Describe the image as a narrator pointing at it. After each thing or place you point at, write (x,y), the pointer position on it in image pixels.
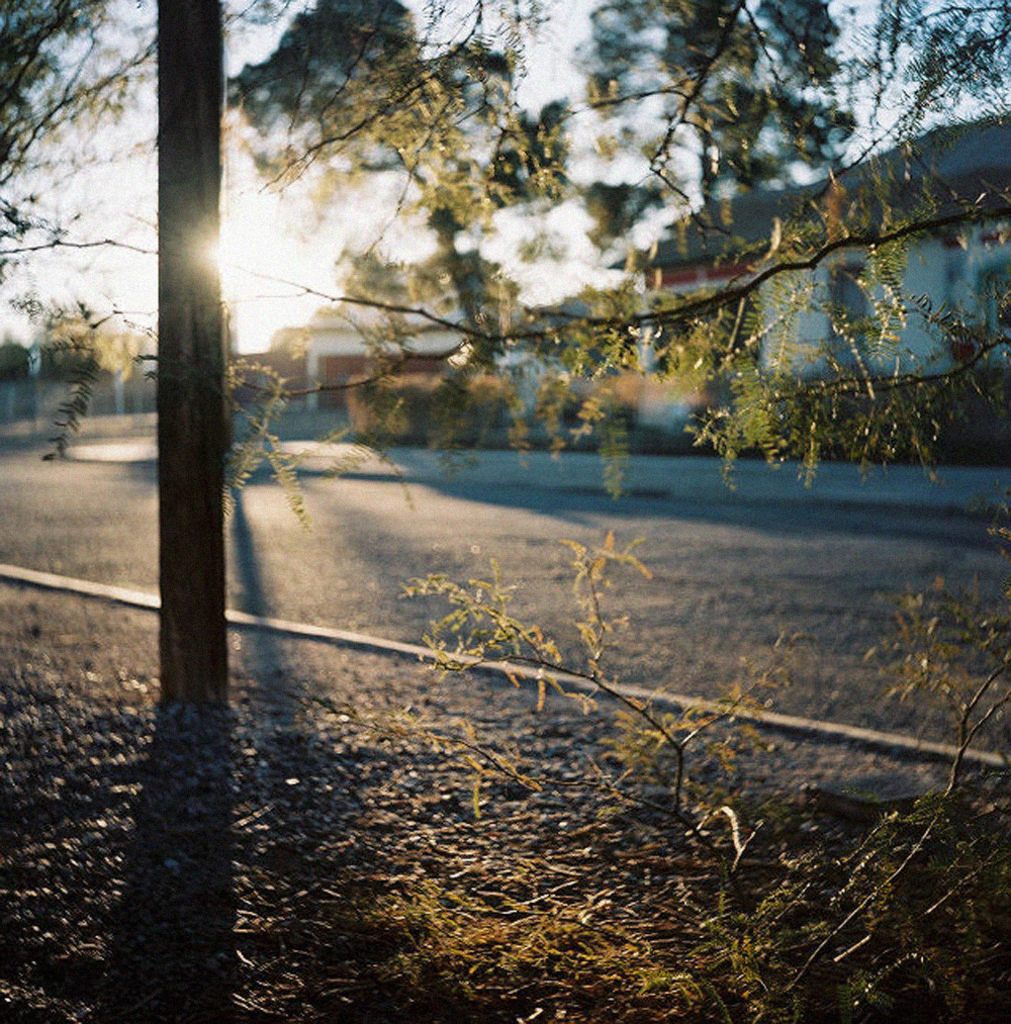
This image is taken outdoors. At the bottom of the image (192,818) there is a ground (204,854) with a plant (882,968) on it and there is a road (385,524). On the left side of the image (1,131) there is a tree (60,21). On the right side of the image (866,364) there are a few houses (788,208). At the top of the image (268,299) there is a sky (284,239) with sun (233,264).
